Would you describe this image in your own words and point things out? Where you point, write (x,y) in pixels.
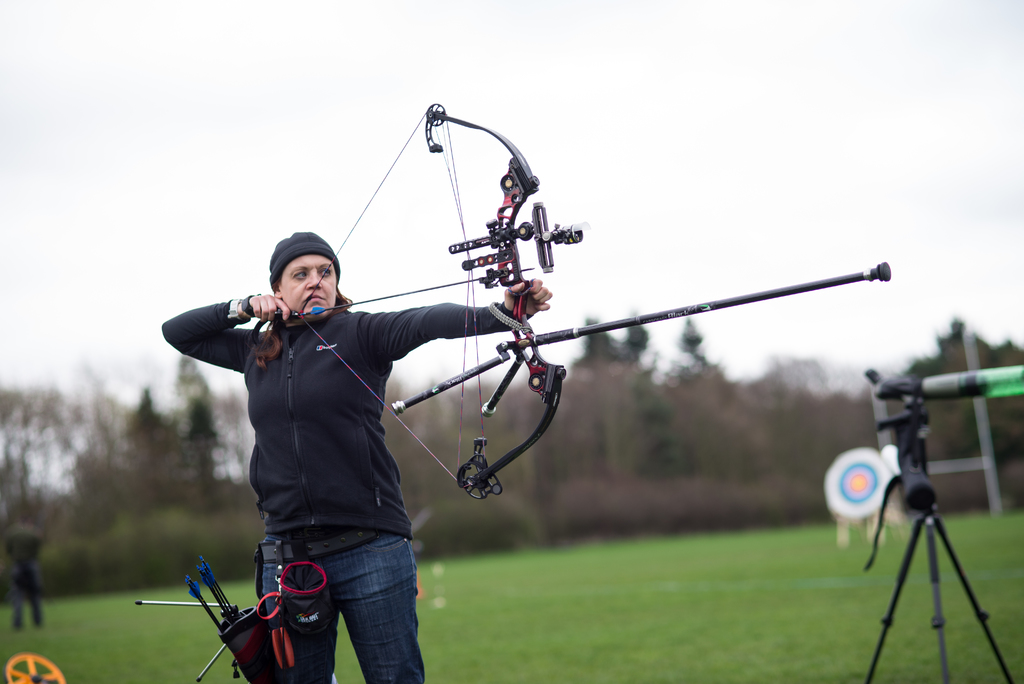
In this picture we can see a woman (226,341) holding a bow (518,308) with her hand (509,291) and standing and in the background (35,571) we can see a person (13,588), tripod stand (892,608), archery target (887,478), trees (432,492), sky (726,279).
